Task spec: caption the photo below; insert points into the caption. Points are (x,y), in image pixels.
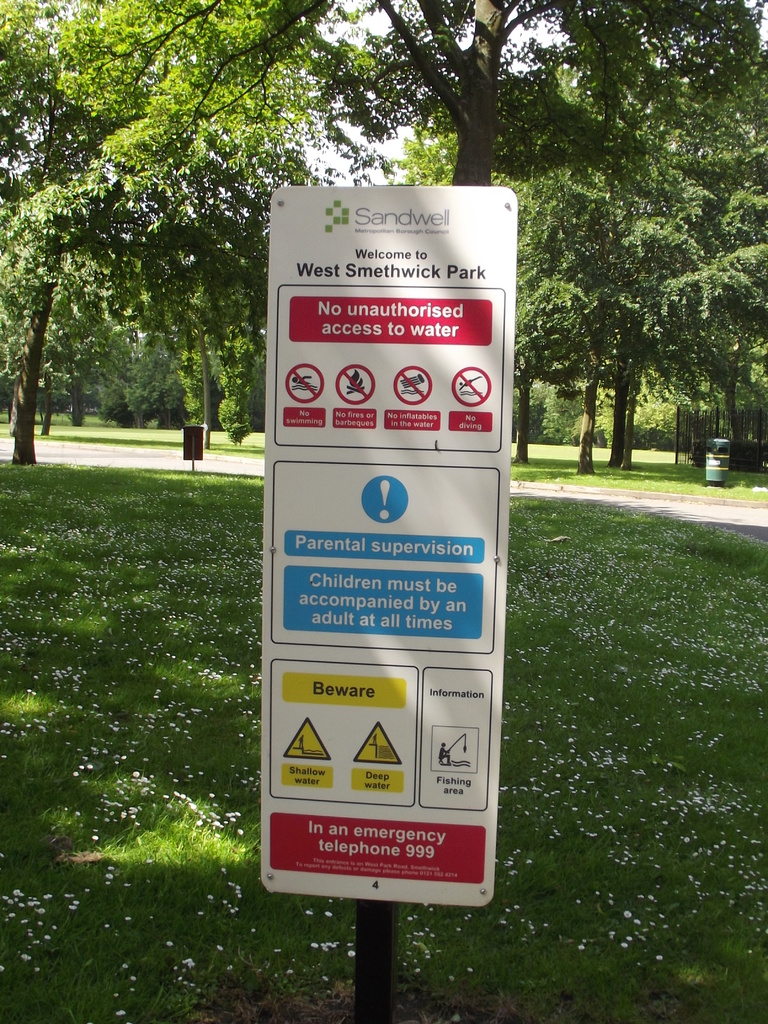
In this picture we can see a board (297,747) attached to the pole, in this poster (408,896) we can see signs (326,757), text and in the background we can see trees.
